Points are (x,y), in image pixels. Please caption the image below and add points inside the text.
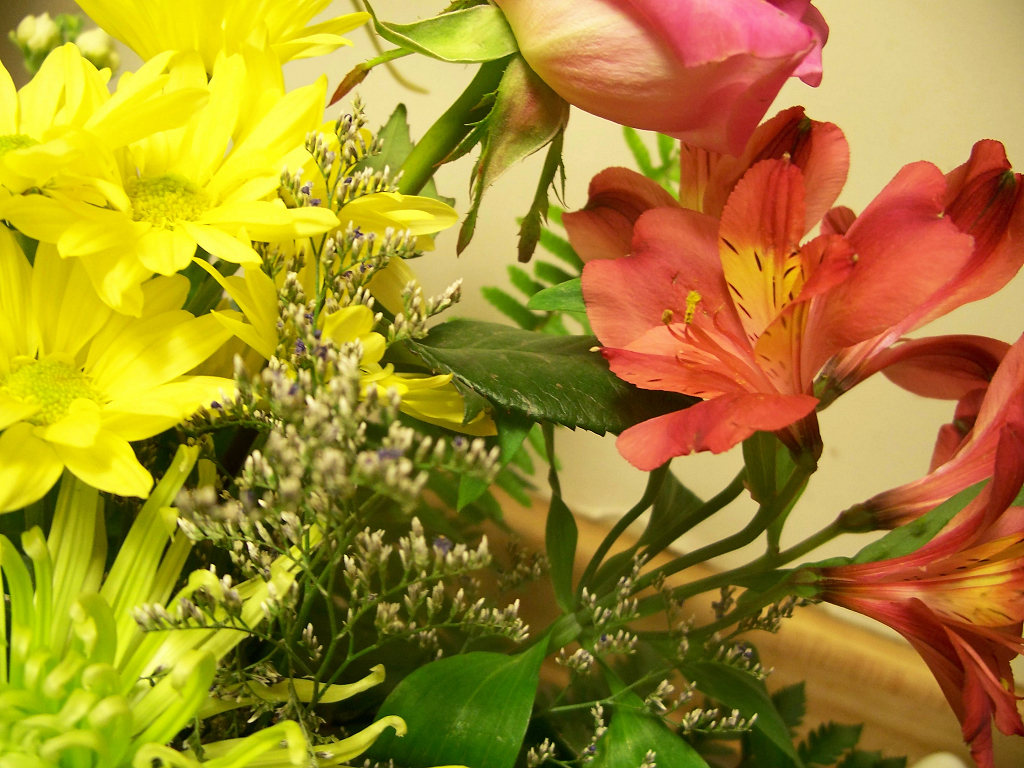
In the picture we can see a plant (707,587) with some flowers (22,604) to it which are yellow, red and pink in color and behind it we can see the wall (948,167).
